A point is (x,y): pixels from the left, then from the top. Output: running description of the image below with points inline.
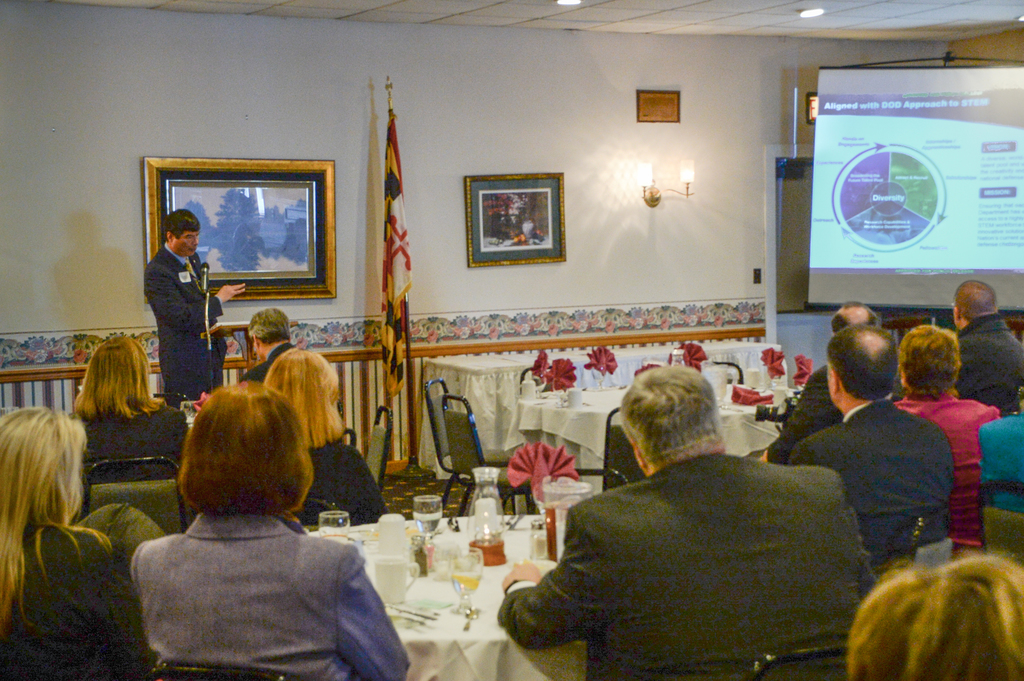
In this image there are some persons (650,571) sitting on chairs (118,460), and also there are some tables (435,589). On the tables (433,574) there are some glasses (471,586), bottles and some other objects (570,359) and in the center (393,243) there are some photo frames (214,285) on the wall (633,213) and there is a flag (393,309). On the left side (177,296) there is one person (185,295) standing in front of him there is one mike (208,266), it seems that he is talking. And on the right side (843,163) there is a screen (986,152), and also in the center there are some lights (692,176). At the top (637,20) there is ceiling (771,20) and some lights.
